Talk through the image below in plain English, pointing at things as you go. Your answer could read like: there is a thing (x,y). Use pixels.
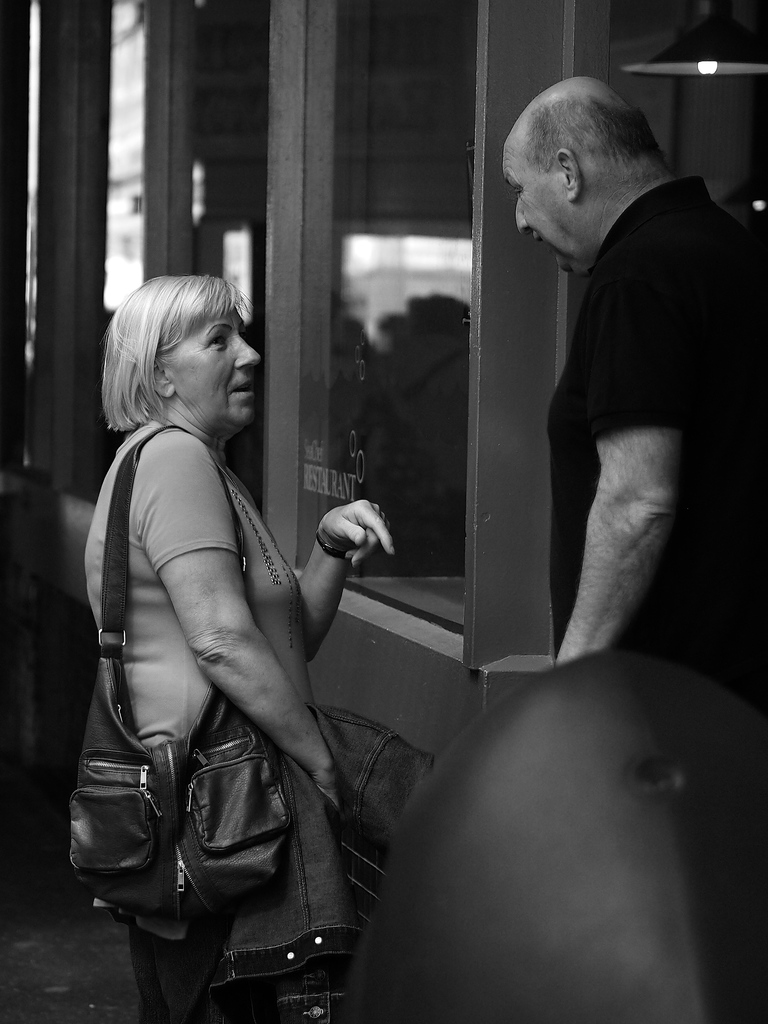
This is a black and white image. On the right side of the image (724,39) there is a man (666,480) and light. On the left side (201,959) we can see a woman (255,917). In the background (408,124) there are windows (241,161).
